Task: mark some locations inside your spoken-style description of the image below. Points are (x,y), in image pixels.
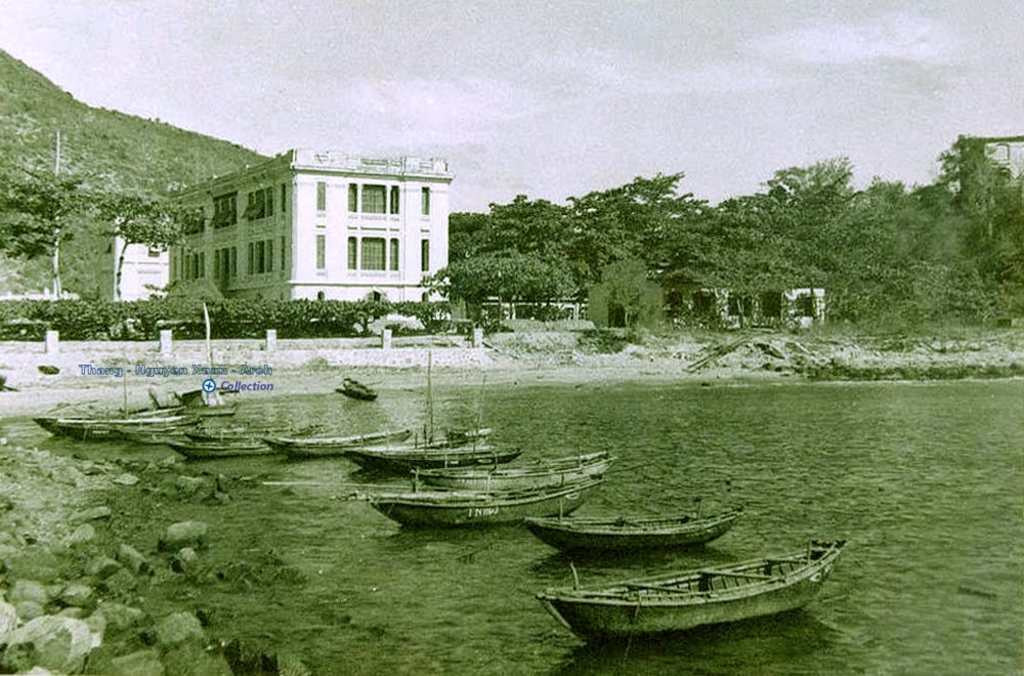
In this image there are rocks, water (323,556), boats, buildings (406,265), trees (167,236), hill (22,84), sky (88,82) and objects (577,302). On the image there is a watermark (254,370).
